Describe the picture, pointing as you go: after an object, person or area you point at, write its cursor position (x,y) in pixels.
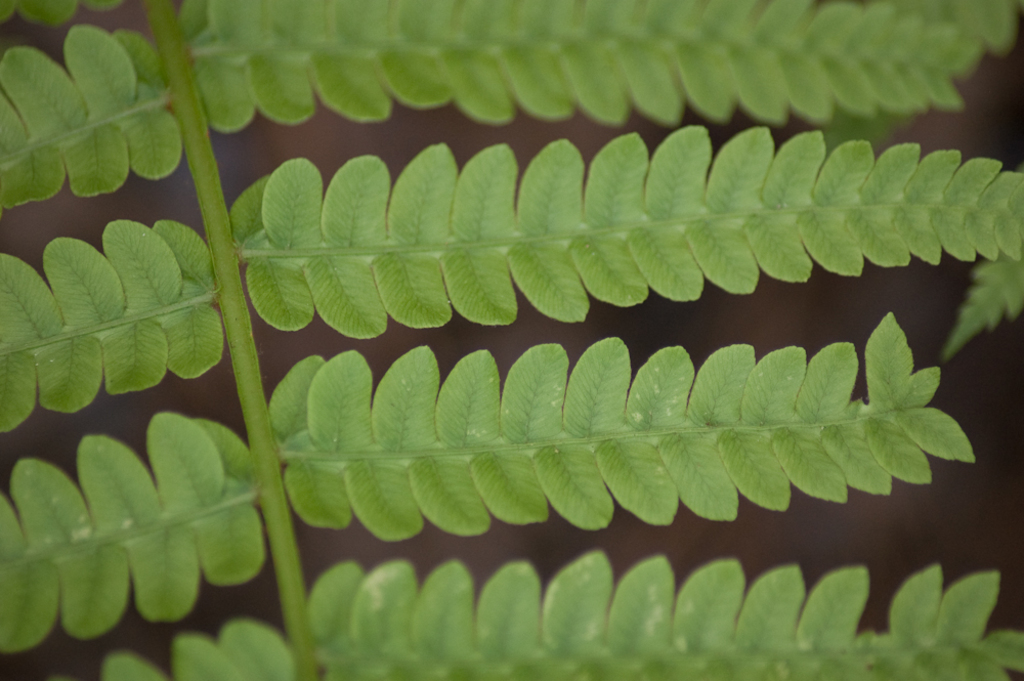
In this image, I can see a stem (203,120) with the leaves (196,301). These leaves (239,564) are green in color. The background (832,318) looks blurry.
